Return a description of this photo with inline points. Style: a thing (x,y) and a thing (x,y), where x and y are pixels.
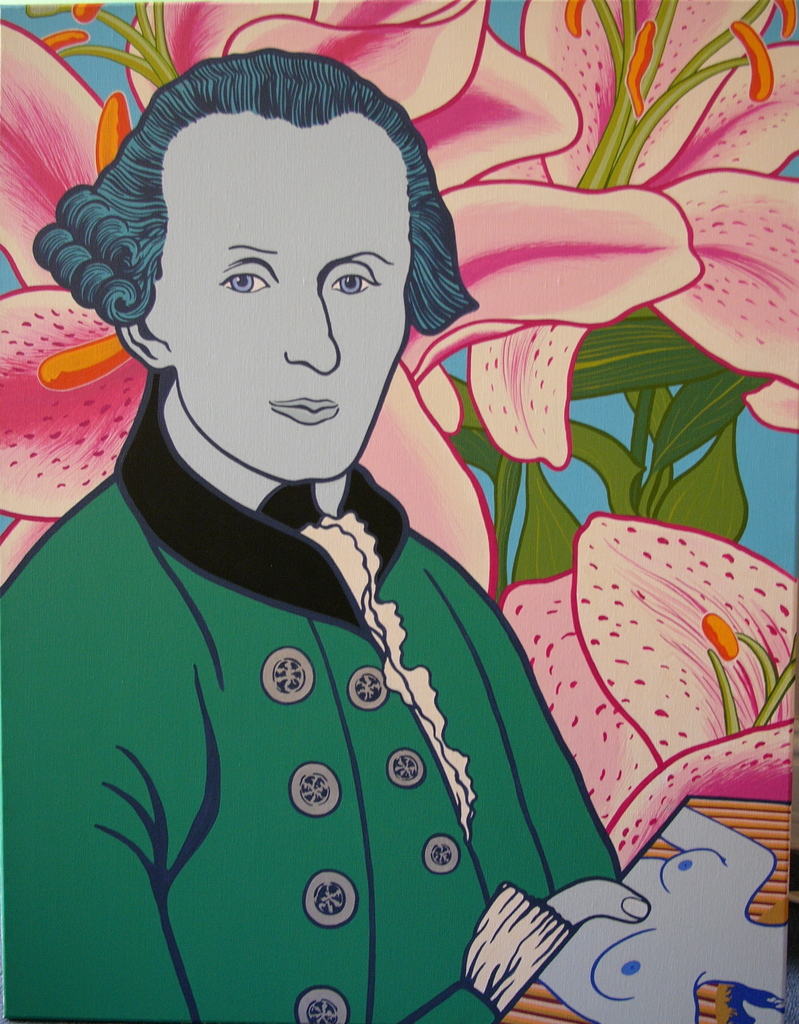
In this picture I can see an art (241,564). In that art (241,564) I can see a person (363,345), flowers (751,642) and leaves (624,331). That person (338,421) is holding a picture (561,1000). Through flowers (647,204) and leaves (532,475) I can see the blue background (569,474).
